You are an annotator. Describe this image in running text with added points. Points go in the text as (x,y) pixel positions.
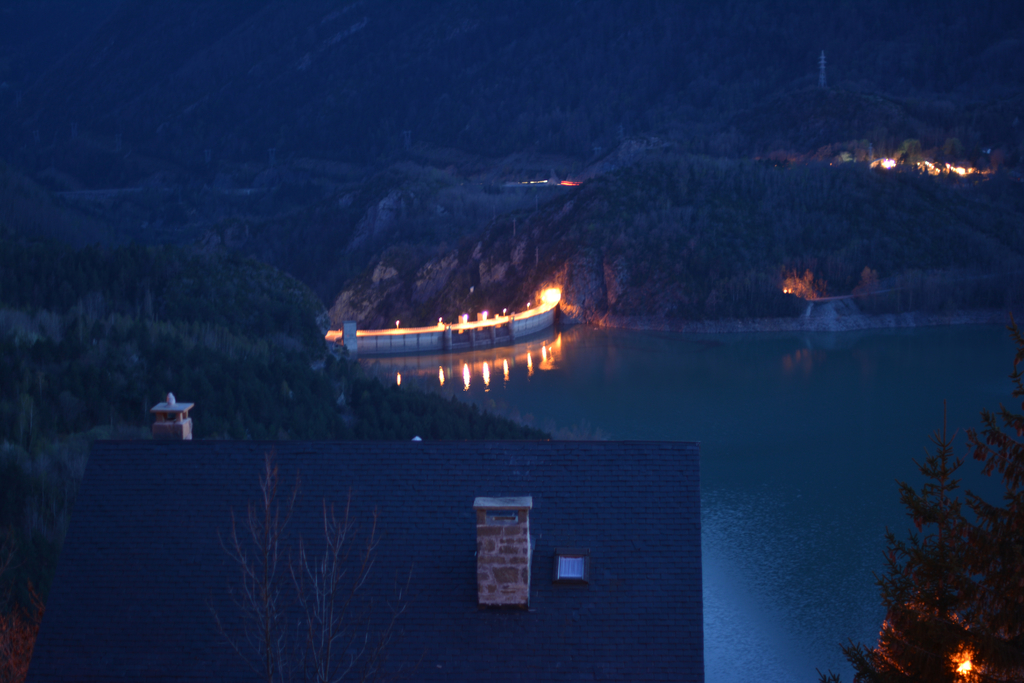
This image is taken during the night time. In this image we can see the hills (602,58), trees (194,349), house (520,593) and also the bridge (503,320) with lights (546,303). We can also see the water (843,444).
